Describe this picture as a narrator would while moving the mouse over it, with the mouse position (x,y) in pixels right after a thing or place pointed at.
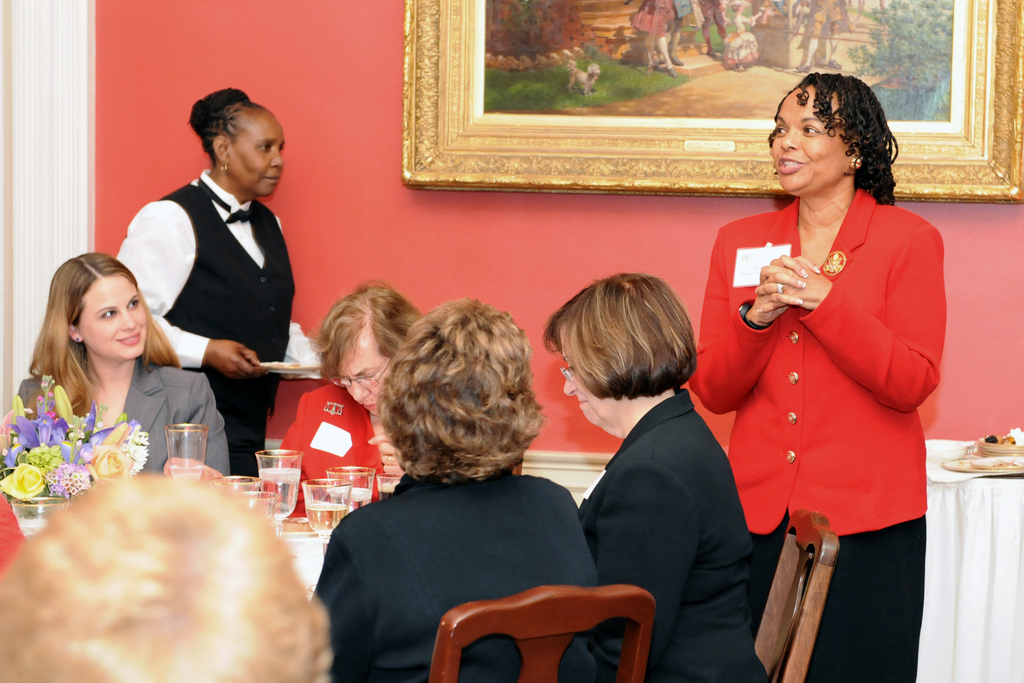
There are four women (402,506) sitting on the chairs (525,652). This is a table (309,576). On the table (310,551) there is a flower vase (35,456) and glasses (225,492). Here we can see two women (836,413) standing on the floor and there is a cloth (921,672) on the table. In the background (665,105) we can see a wall (430,247) and a frame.
